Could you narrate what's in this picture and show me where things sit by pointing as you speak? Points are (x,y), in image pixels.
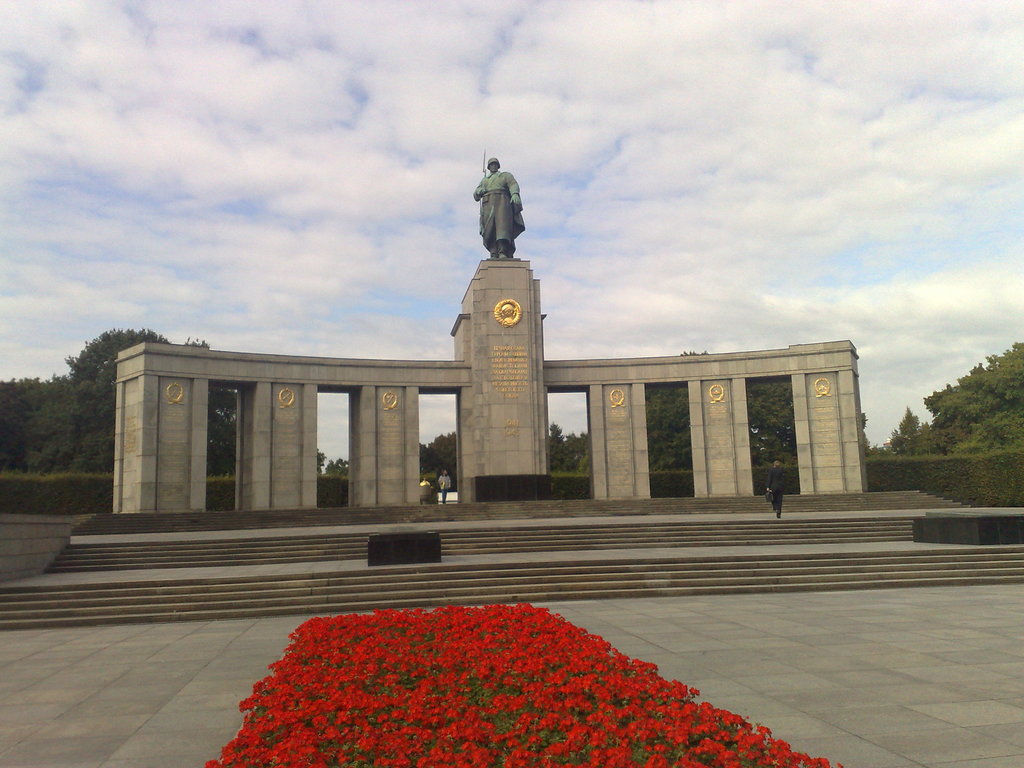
In the image we can see a sculpture (493,179) of a person (509,184) standing. Here we can see the stairs (639,544) and there are people (778,506) walking and wearing clothes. Here we can see the flowers (485,671), red in color. We can even see the floor (851,631), the trees (26,409) and the cloudy sky (211,133).
